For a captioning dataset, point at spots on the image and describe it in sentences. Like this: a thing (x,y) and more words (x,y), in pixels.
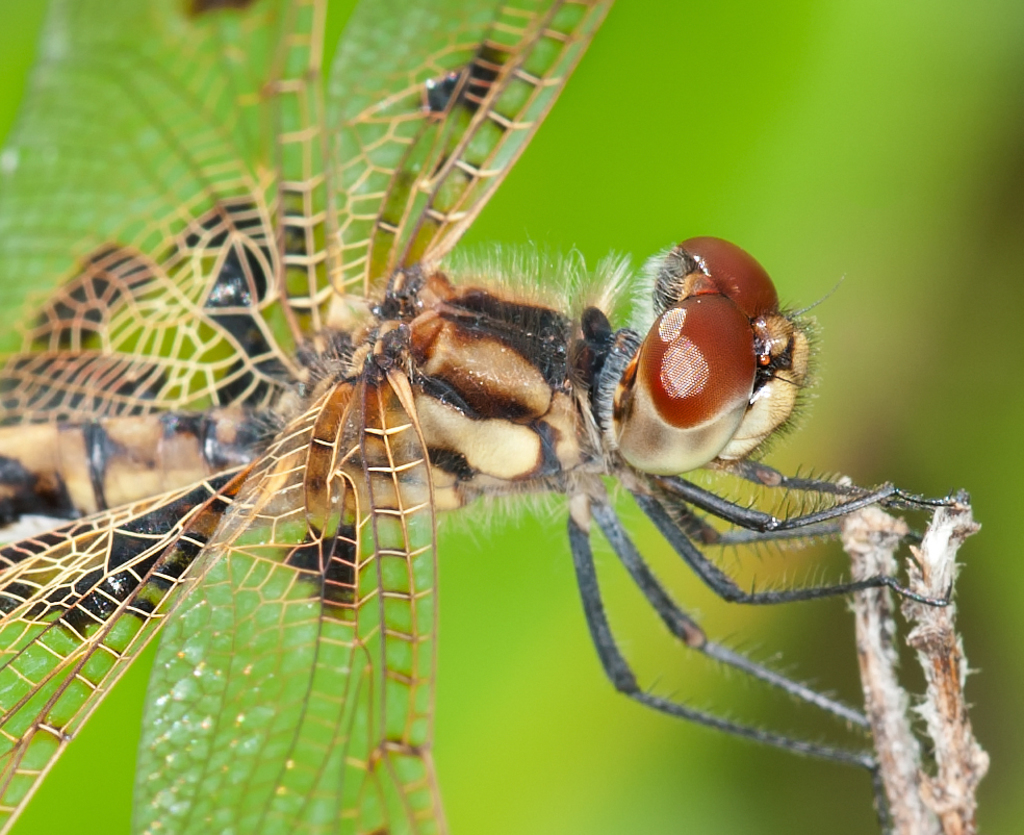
In this image I can see an insect (174,525) in black and brown color and I can see green color background (714,199).
